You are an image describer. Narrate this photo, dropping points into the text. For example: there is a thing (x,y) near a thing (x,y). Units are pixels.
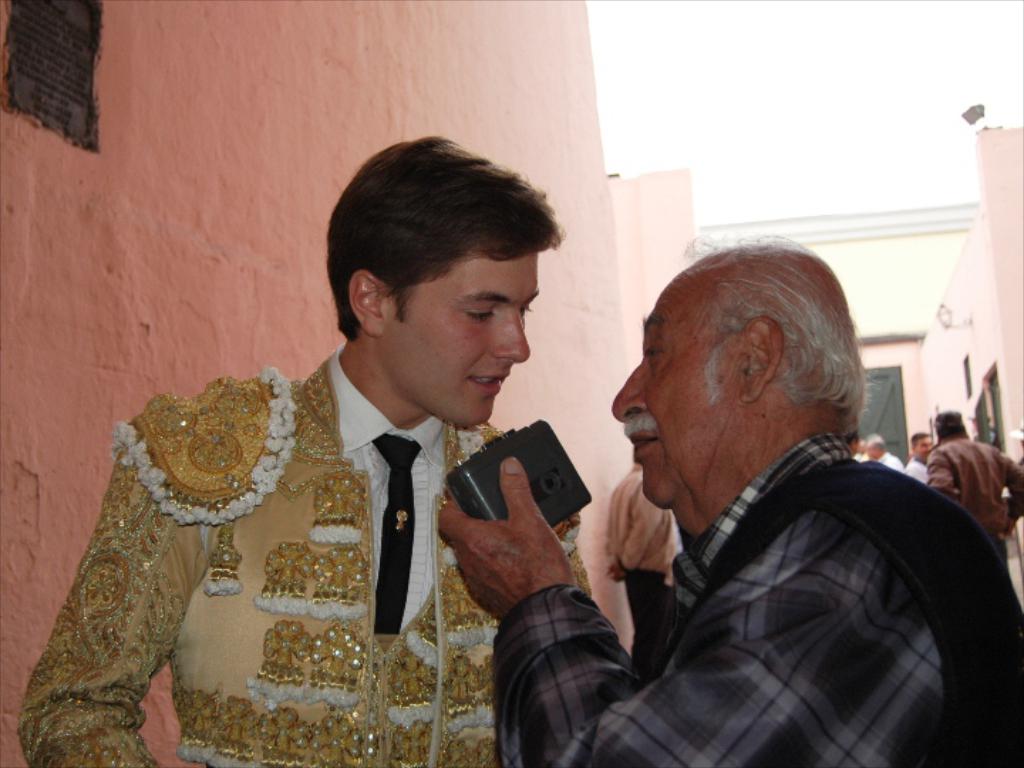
This picture is clicked outside. On the right (796,445) there is a man (863,546) holding an object (537,503) and seems to be standing. On the left (338,419) there is a person (332,618) wearing a jacket (293,554), tie (387,617) and seems to be standing. In the background (755,82) there is a sky (927,71) and we can see the buildings (908,236), group of persons (880,434) and we can see the windows (991,411).
